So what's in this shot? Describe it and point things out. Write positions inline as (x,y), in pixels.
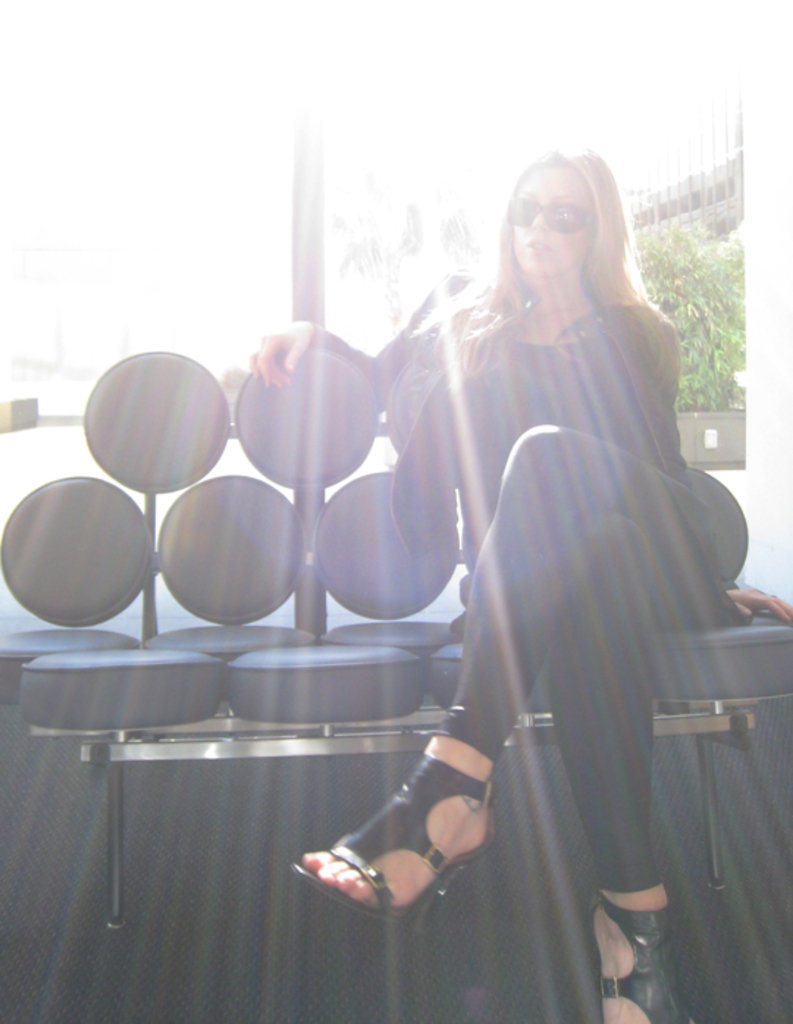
In this picture we can see a woman (486,424) sitting on a chair (155,523). There is an object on the right side (769,436). We can see a rod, flower pot (664,259) and a building (743,216) in the background (678,232).
